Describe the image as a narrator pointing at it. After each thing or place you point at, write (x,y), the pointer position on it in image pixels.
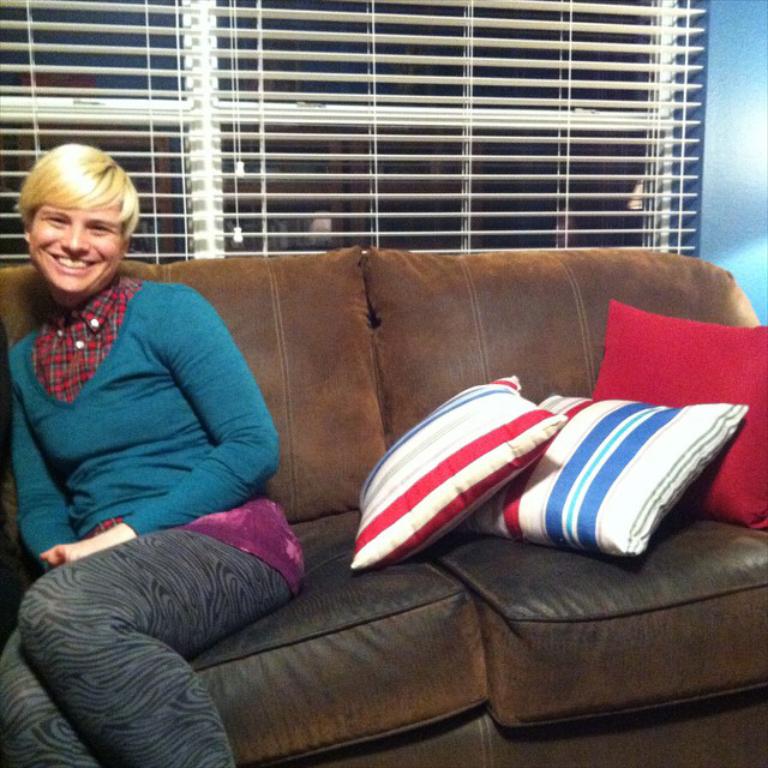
In this image i can see a woman (207,442) sitting on a couch (334,499), I can see 3 pillows (645,469) on the couch (533,349). In the background (471,161) i can see a window (436,147) and a window blind (382,118).
